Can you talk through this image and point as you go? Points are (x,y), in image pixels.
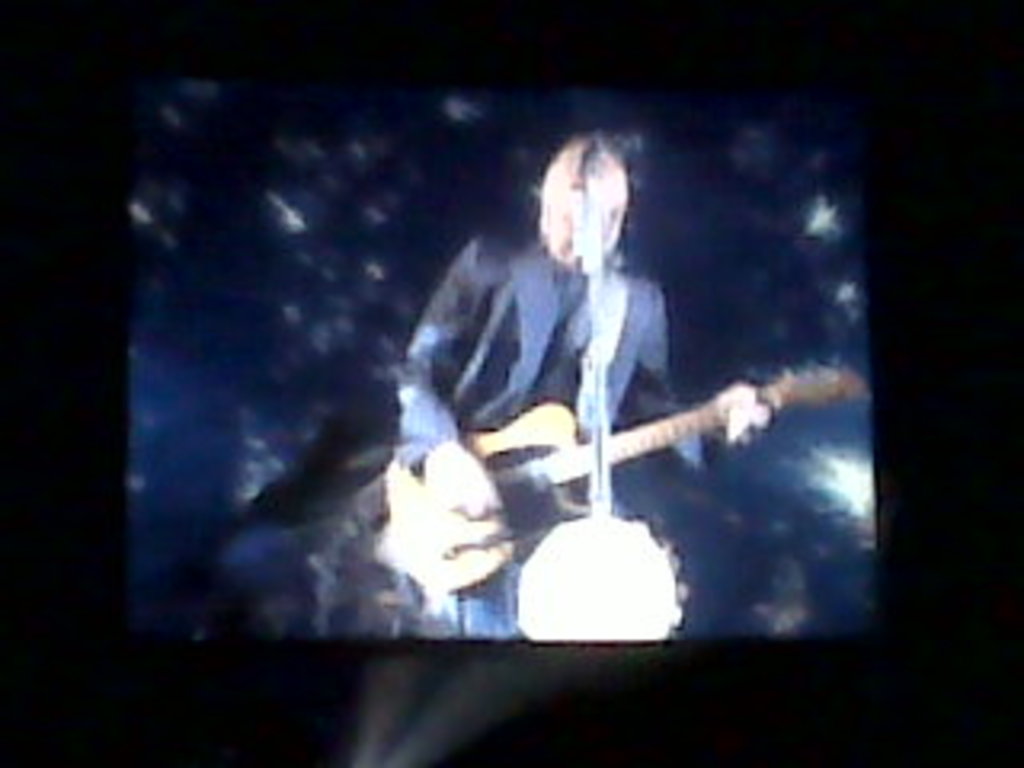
In this image there is a person (536,307) standing and playing guitar (500,474) in front of the microphone (599,456) in the screen (810,517).
